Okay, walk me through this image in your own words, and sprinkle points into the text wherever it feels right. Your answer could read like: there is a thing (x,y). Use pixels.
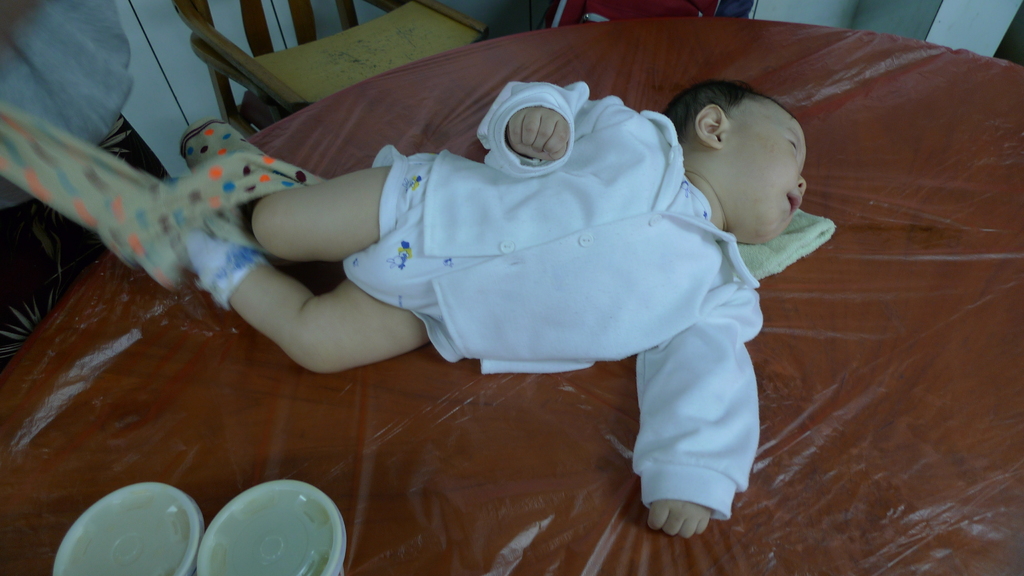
In the center of the image (553,209) there is a baby (624,222) sleeping on the table (829,245). On the table (490,411) we can see boxes (123,498) and towel (811,246). In the background (397,58) there is chair (320,48) and wall (320,20).
